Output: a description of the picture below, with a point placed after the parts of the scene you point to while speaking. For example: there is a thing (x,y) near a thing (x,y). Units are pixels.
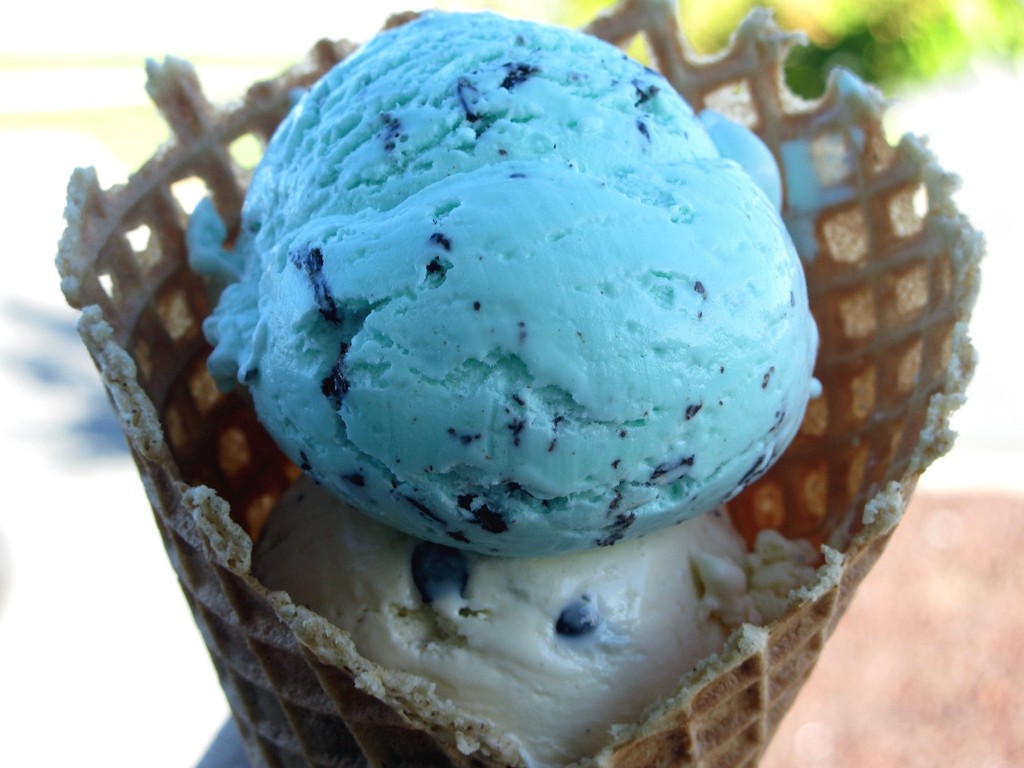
In this image we can see two scoops (476,343) of ice cream (411,409) in the cone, which are in white and blue color.
